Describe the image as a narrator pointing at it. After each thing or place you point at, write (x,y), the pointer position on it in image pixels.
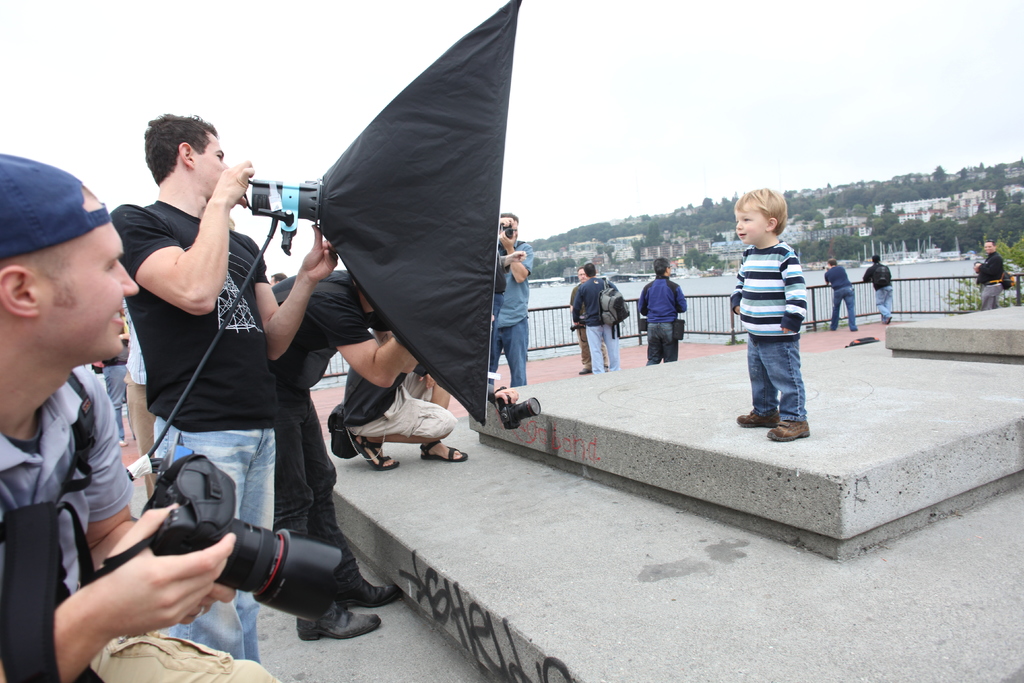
In this picture I can observe some people (375,356) standing on the land (711,377). On the right side (766,348) I can observe kid (750,292). In the middle of the picture (368,263) I can observe a man (197,383) holding softbox (412,244) in his hand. In the background (536,240) I can observe river (694,283), buildings (685,246) and sky (660,77).
